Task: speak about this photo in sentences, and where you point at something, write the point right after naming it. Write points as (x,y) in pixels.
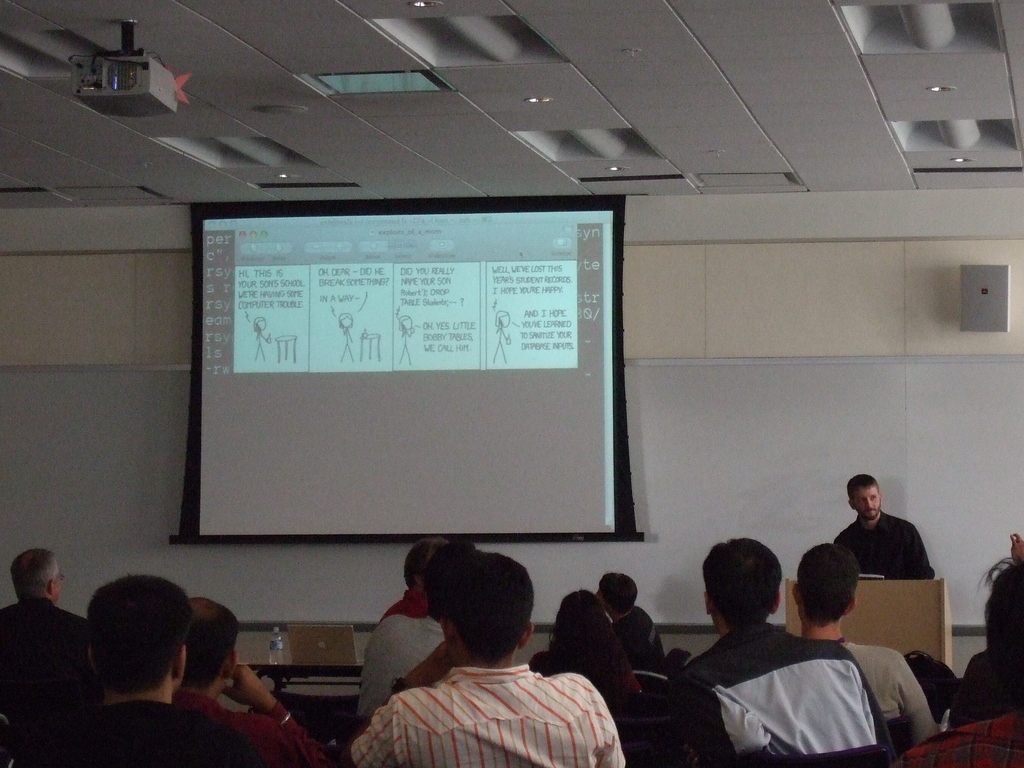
In this image, there are a few people (492,688). We can see a table (346,674) with some objects (334,649) like a laptop (313,635) and a bottle (275,647). We can see the wall (301,618) with an object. We can see the podium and the roof (682,63) with some lights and an object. We can see the projector screen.
